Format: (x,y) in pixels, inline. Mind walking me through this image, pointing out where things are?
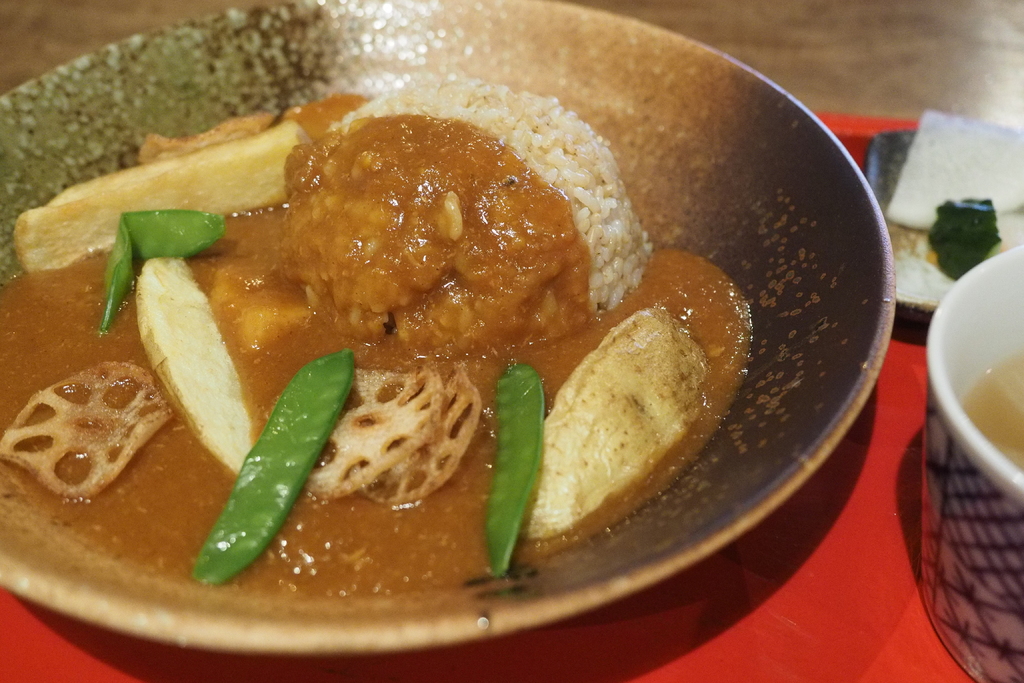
There is a food item (389,342) kept in a plate (270,93) as we can see in the middle of this image (506,267). We can see a cup (963,291) and a pickle piece (950,233) on the right side of this image (974,348).
